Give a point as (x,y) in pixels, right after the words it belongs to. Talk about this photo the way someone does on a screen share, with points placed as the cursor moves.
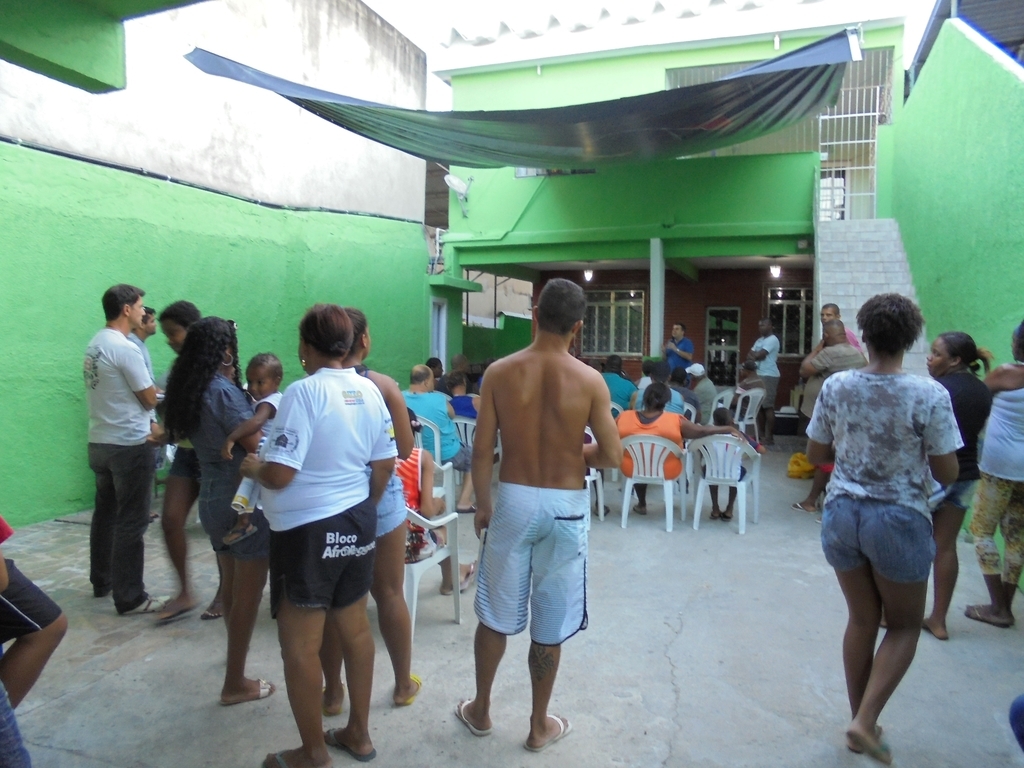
Here we can see a group of people (592,395). Few people (731,427) are sitting on chairs (724,453). Wall (215,286) is in green color. Far there is a pillar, windows (613,337) and lights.
